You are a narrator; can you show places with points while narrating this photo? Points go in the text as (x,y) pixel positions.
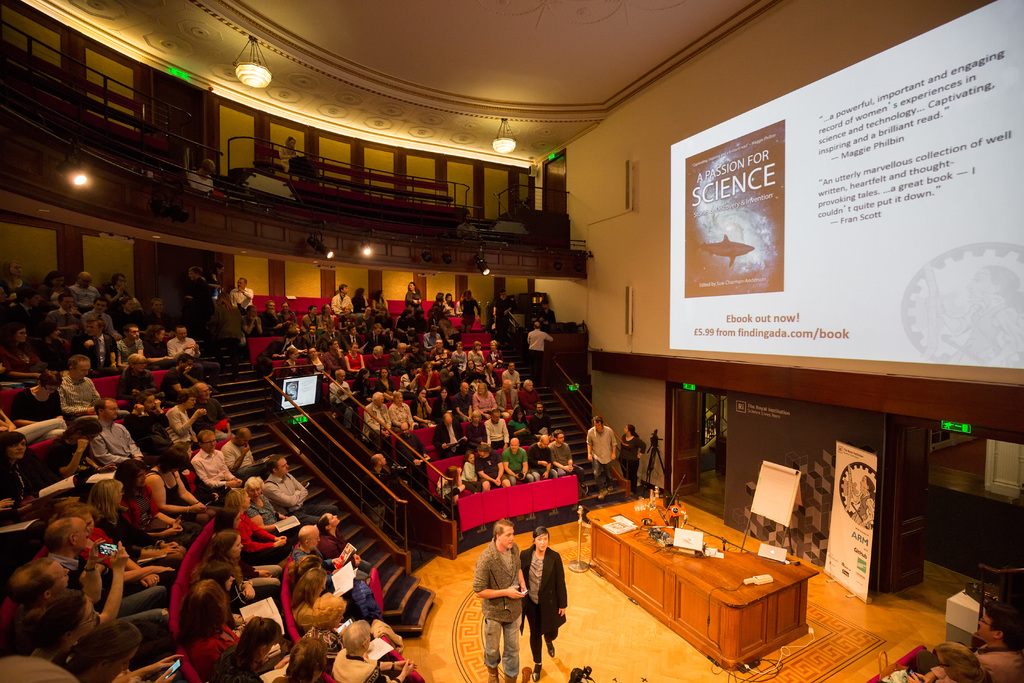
On the left side of the image (258,525) there are many spectators (197,376), in front of them there are two persons (533,604) standing on the floor (640,646), beside them there is a table (684,563) and few objects (693,538) are placed on it, beside the table (798,598) there is a board (776,513) and a banner (849,523), beside the banner (849,528) there is an open door (902,528). On the right side of the image (753,293) there is a screen (708,255) on the wall (753,108). At the top of the image (325,57) there is a ceiling (396,104) with lights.
